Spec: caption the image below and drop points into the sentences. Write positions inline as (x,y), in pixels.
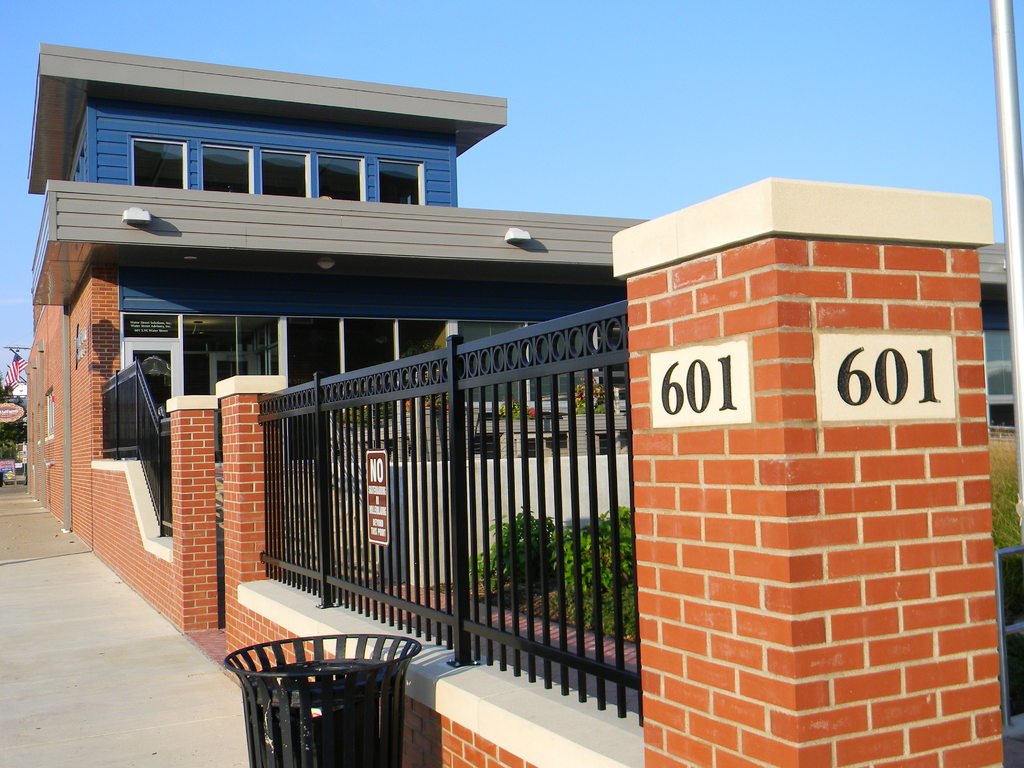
On the left side (115,713), there is a footpath (96,743) on which there is a dustbin (357,755). On the right side (719,706), there is a wall (764,718). In the background (362,142), there is a building (272,260) having windows (1000,340), there are plants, trees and the sky (485,187).
